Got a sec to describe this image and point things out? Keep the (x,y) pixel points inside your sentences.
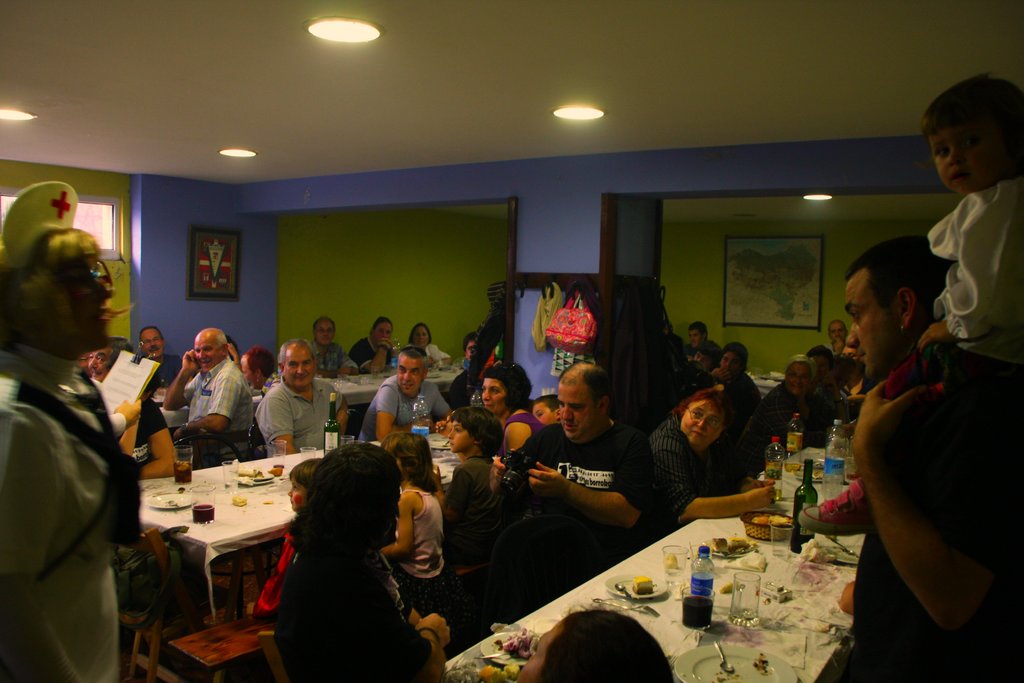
In this picture there are few people (933,448) standing over here and some of them are sitting, they have a table (768,610) in front of them, they have water bottle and food stuff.
